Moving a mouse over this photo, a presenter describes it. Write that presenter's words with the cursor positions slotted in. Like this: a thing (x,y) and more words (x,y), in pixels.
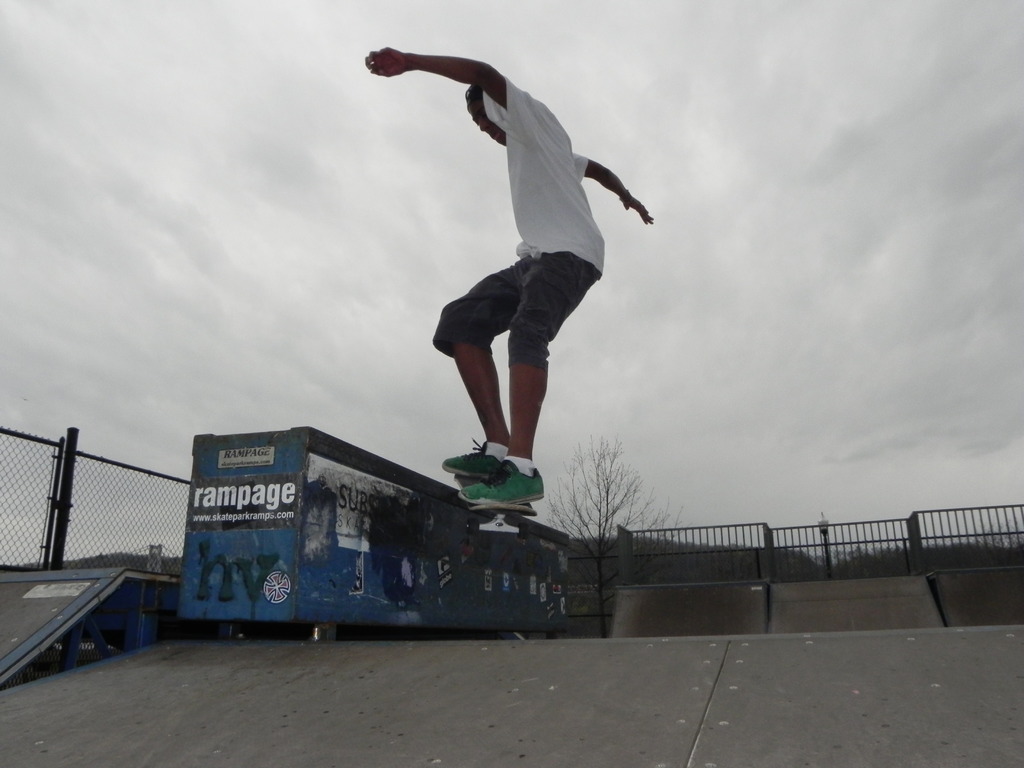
In this image there is man (499,298) skating with skating board (512,515), in a skating park (550,649), it surrounded with fencing (118,542), in the background (582,526) there is a tree (612,522) and a cloudy sky (845,183).
